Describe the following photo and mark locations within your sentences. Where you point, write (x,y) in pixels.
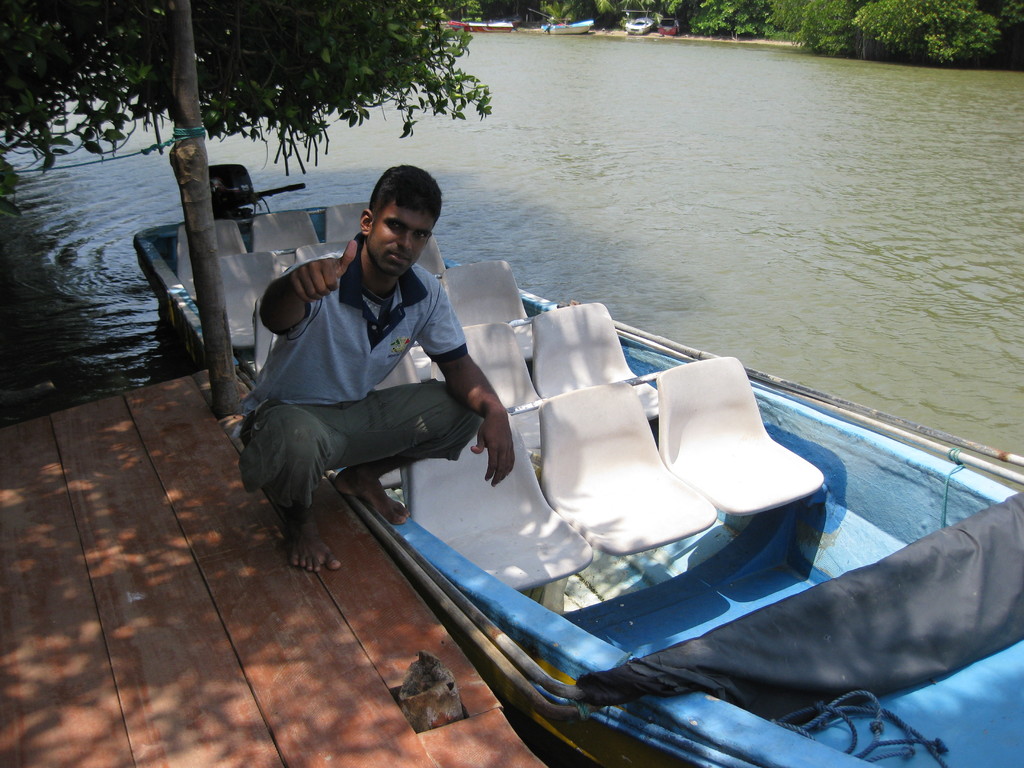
In this picture, we can see a person (304,536) on wooden path (286,575), we can see a boat (561,496), water (724,294), trees (325,84), ground (764,42), and a few vehicles (665,26).
